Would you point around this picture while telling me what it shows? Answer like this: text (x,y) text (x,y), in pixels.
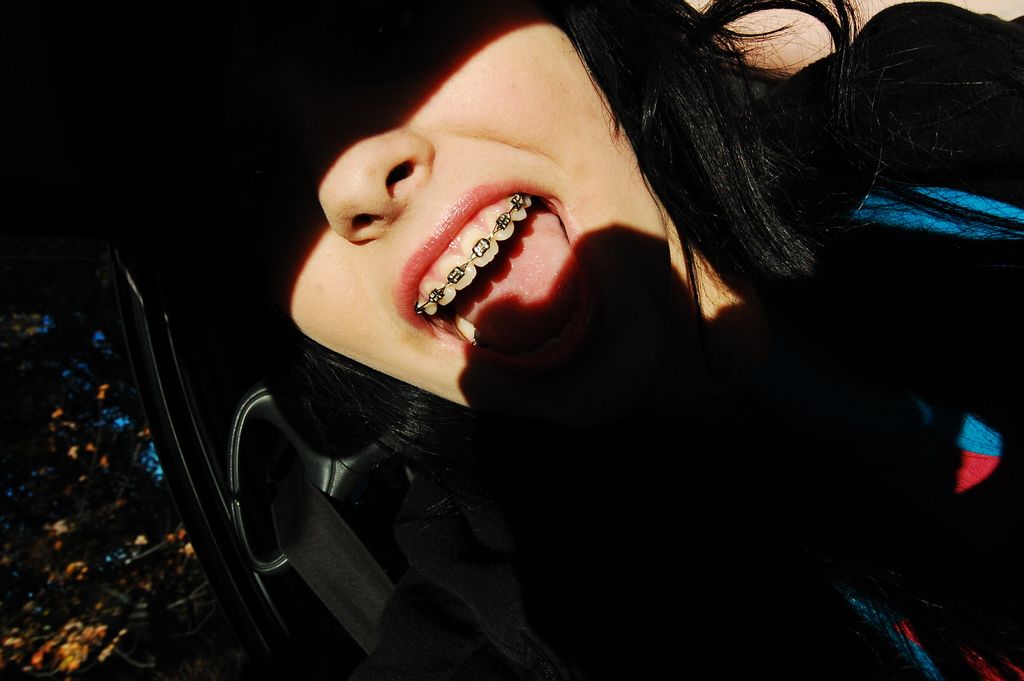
In the picture we can see a woman (919,237) sitting the car (103,1) wearing a seat belt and she is in a black dress (945,30) and her eyes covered with the shadow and we can only see her mouth (426,316) which is opened and teeth (472,253) with clip (459,267) to it and nose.
